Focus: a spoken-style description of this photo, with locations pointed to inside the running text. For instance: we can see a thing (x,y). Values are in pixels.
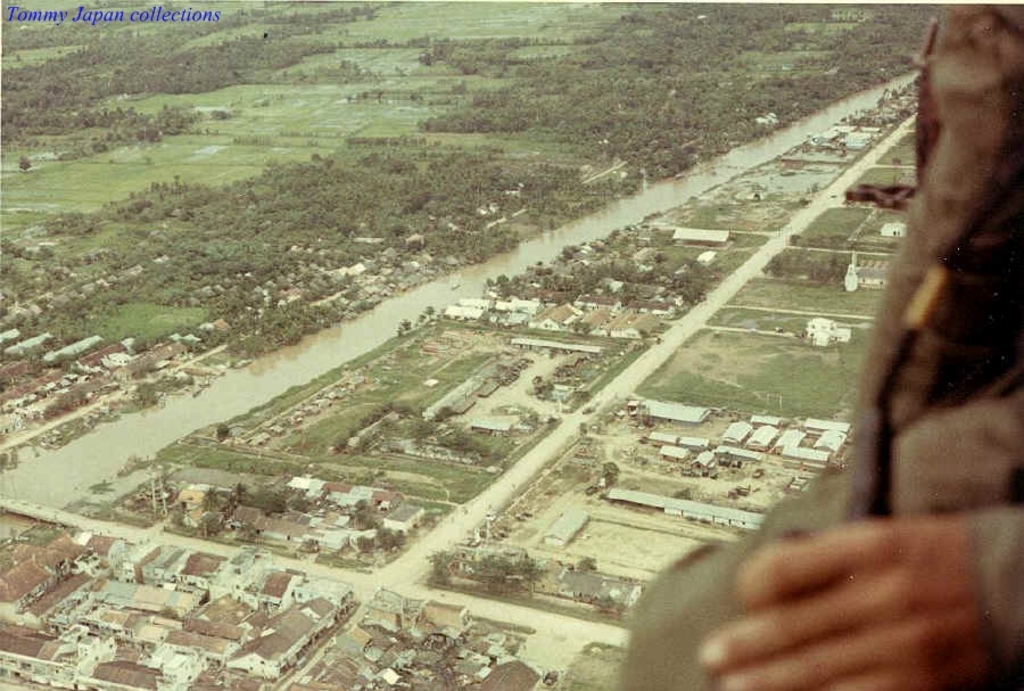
In this picture we can see fields (357,97) with grass (519,53) and mostly trees (252,220) and here we can see land (712,265), houses (718,237) and i think this area (293,574) is viewed by person (950,163) on sky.
